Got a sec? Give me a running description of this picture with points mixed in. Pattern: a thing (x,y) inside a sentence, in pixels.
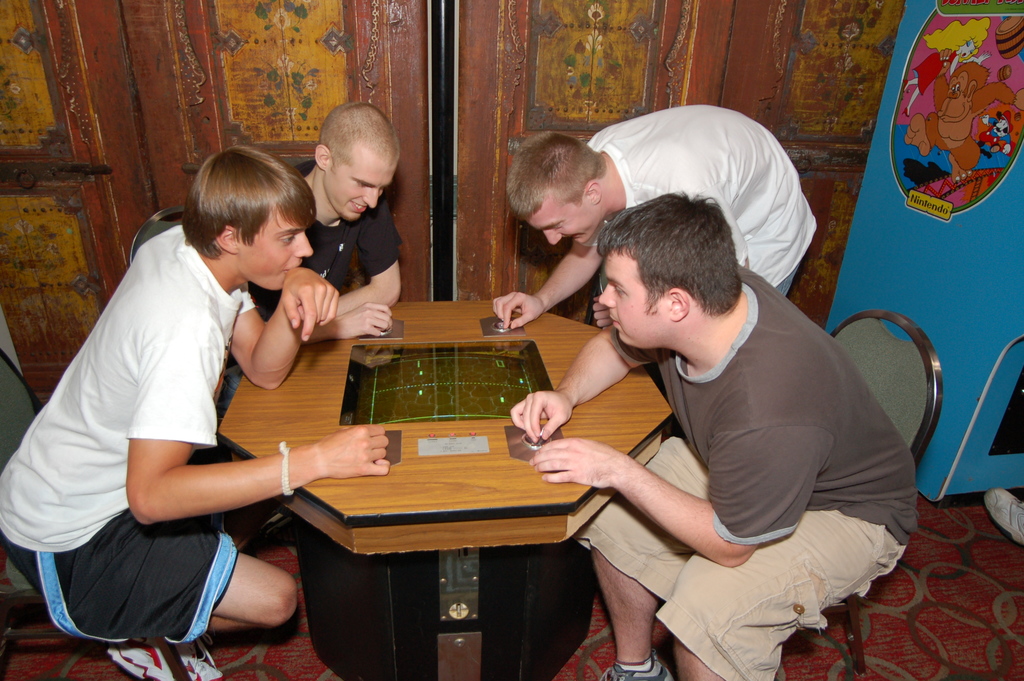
In this image there are four men (202,313) who are playing on the table (527,457). In the background (383,104) there is a door (346,58). On the table (427,313) there is a glass (443,395).
